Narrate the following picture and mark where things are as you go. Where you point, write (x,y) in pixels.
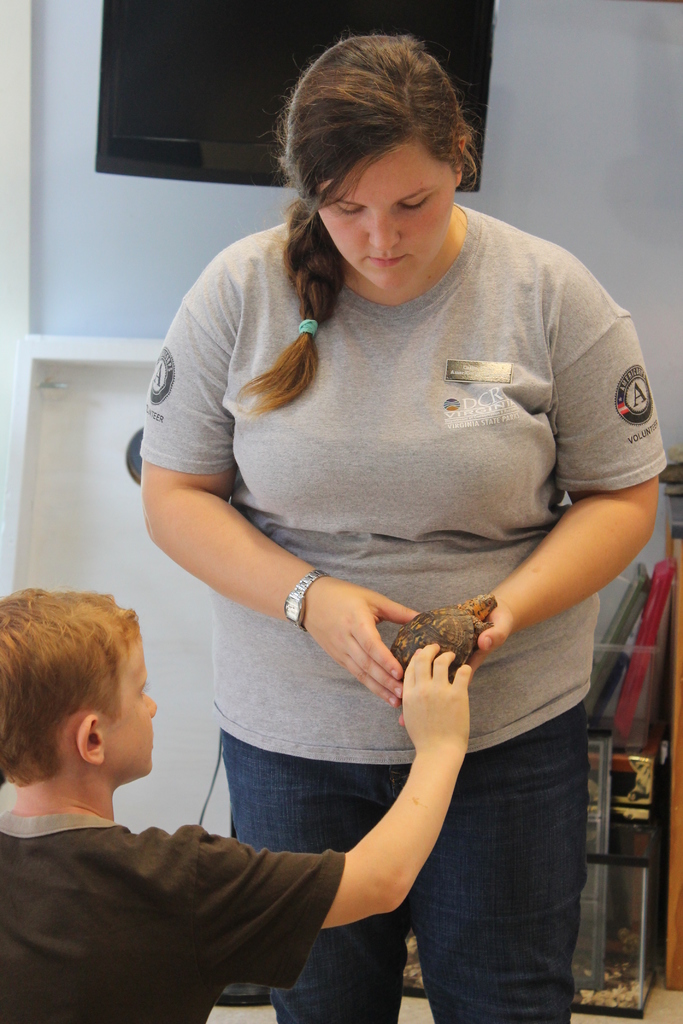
In the center of the image (326,515) we can see a lady (476,693) standing and holding a turtle (453,673) in her hand (402,615). At the bottom (193,950) there is a boy (49,802). In the background (249,125) we can see a screen (273,100) placed on the wall (544,79). On the right (677,649) there is a shelf (672,896).
